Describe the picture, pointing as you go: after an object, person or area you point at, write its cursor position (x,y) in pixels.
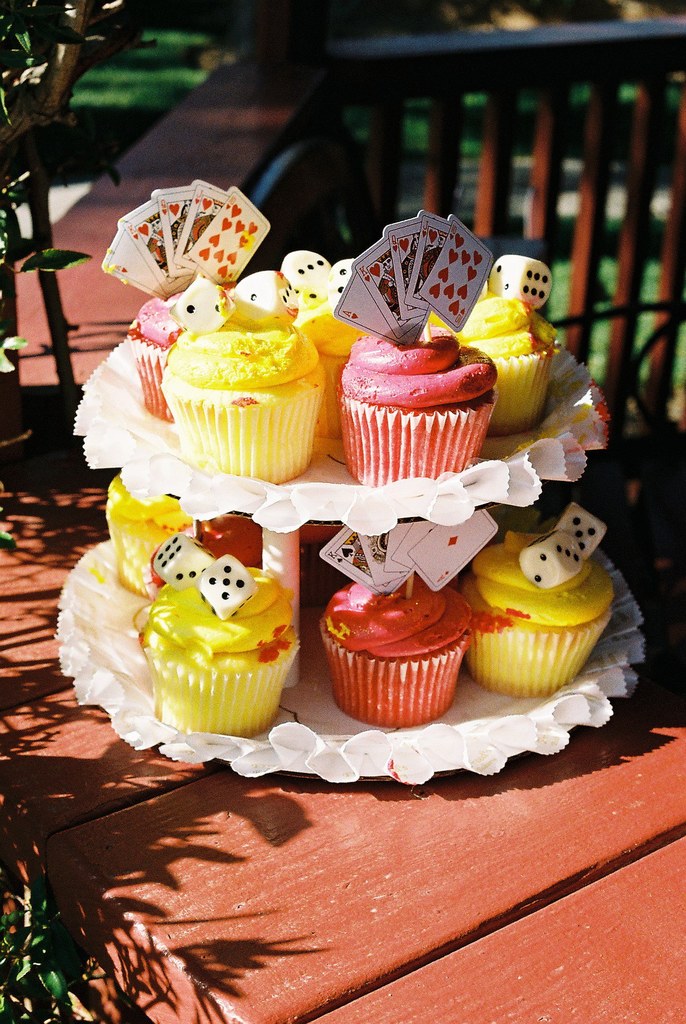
In this picture, we see the cake stand (280,572) containing cupcakes (270,382) is placed on the brown table (291,896). We see cards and dice (235,572) are placed on the cupcakes (277,396). These cupcakes (245,383) are in yellow and pink color. In the background (398,198), we see the railing (456,146) and the grass (97,91). On the left side (53,59), we see the plants (43,236). This picture is blurred in the background (399,202).
